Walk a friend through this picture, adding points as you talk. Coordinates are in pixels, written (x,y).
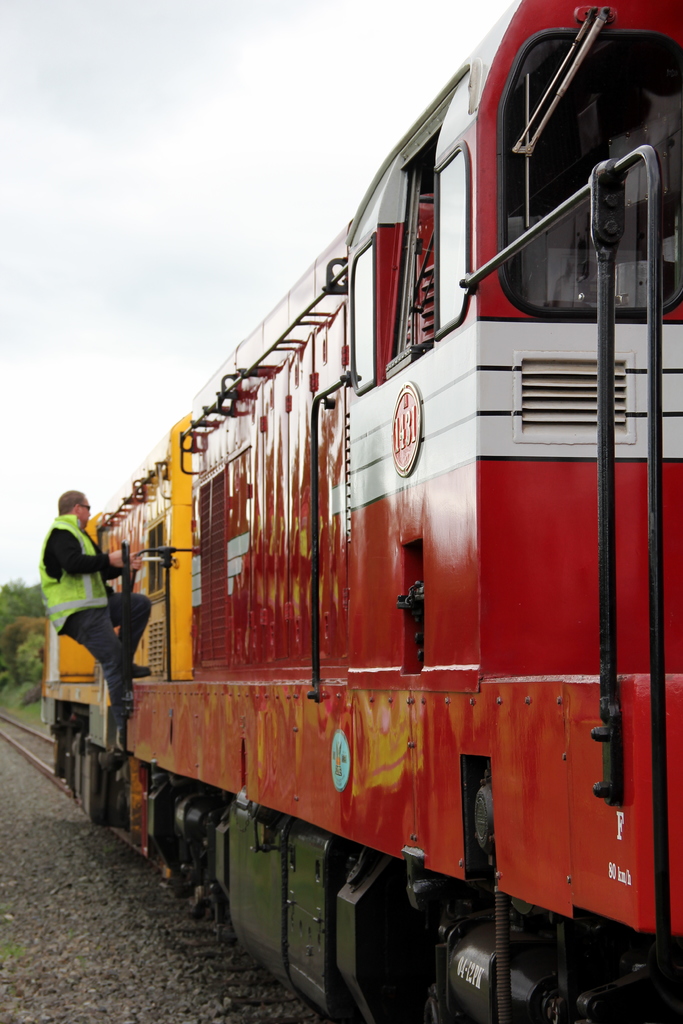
In this image we can see a train (406,795) on the track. On the left side (135,612) we can see a person (139,625) on a train (140,683) holding the rods (129,614). We can also see some stones (50,901), trees (42,654) and the sky (79,316).
